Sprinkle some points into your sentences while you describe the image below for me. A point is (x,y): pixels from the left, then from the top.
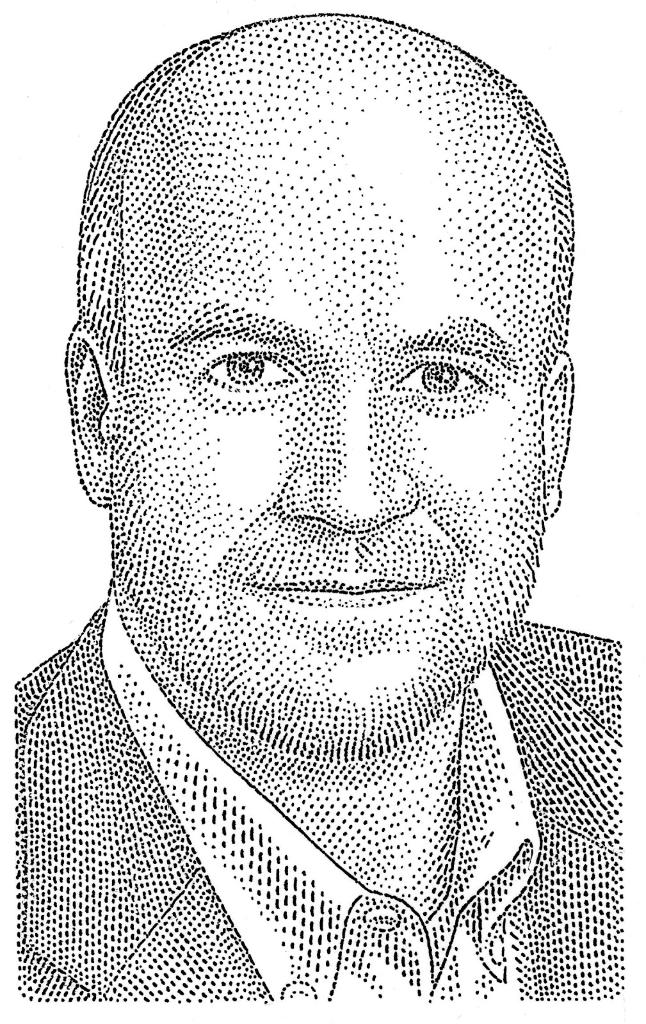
In this picture we observe a Dot portrait image of a man (294,581).
